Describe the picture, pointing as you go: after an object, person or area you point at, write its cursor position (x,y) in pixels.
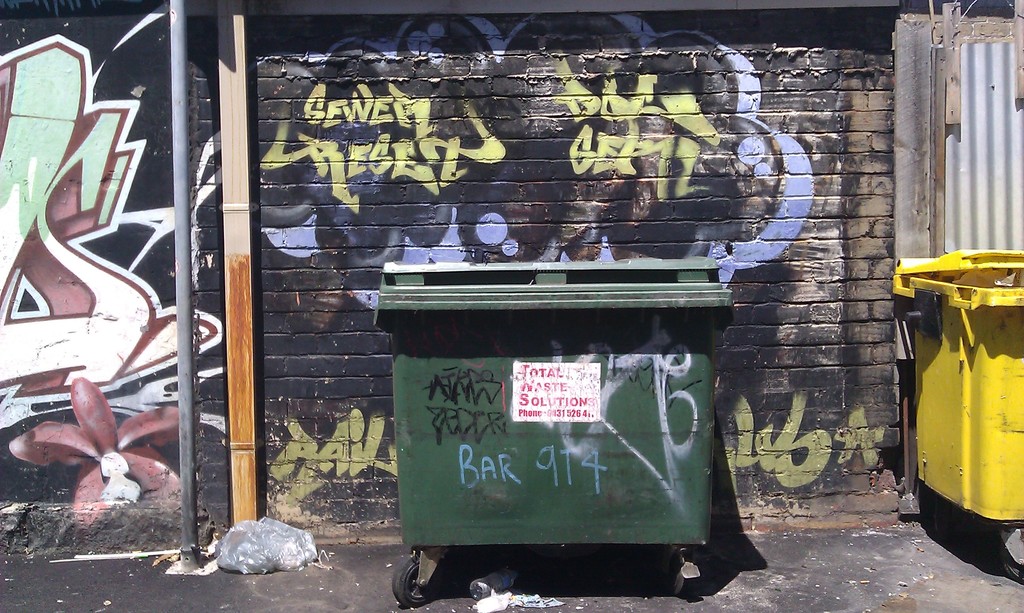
In this image I can see a bin (573,456) which in green in color and a white colored poster (570,405) attached to it and a yellow colored bin (960,419) on the ground (832,540). In the background (460,175) I can see the wall (460,195) which is black, yellow, violet, white, red and green in color, a metal pole (178,14) and a wooden pole (247,512) which is cream and brown in color.
